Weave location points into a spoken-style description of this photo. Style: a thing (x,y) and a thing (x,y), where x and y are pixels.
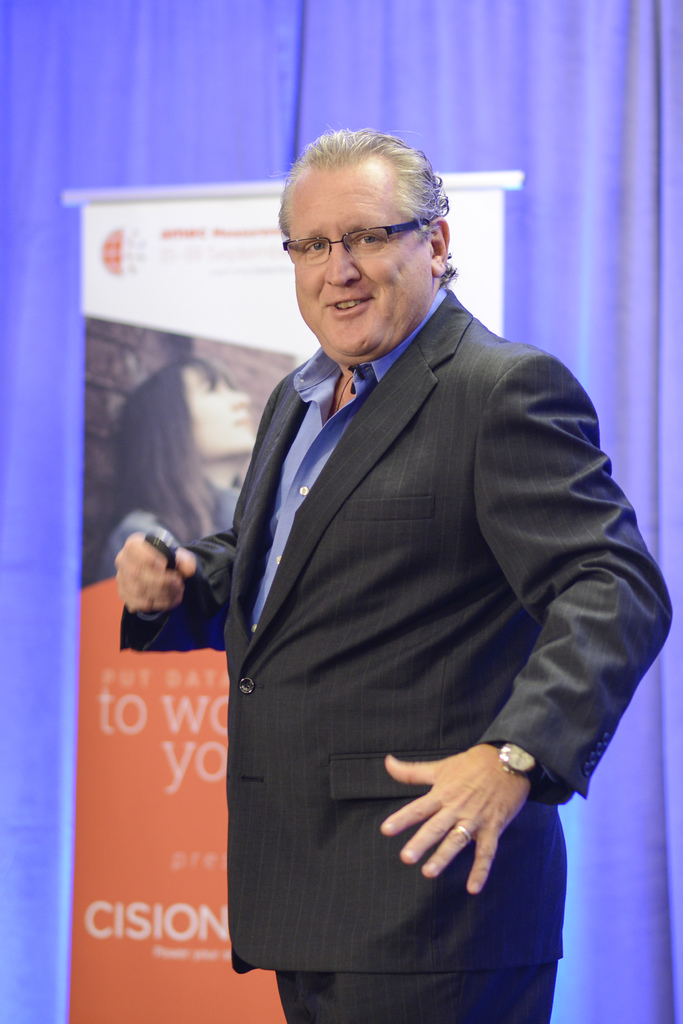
This image is taken indoors. In the background (278,95) there is a curtain (412,81) and there is a banner (146,871) with a text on it. In the middle of the image (455,625) a man (554,764) is standing and he is holding a remote (166,551) in his hands (156,558) and he is with a smiling face (340,312).
